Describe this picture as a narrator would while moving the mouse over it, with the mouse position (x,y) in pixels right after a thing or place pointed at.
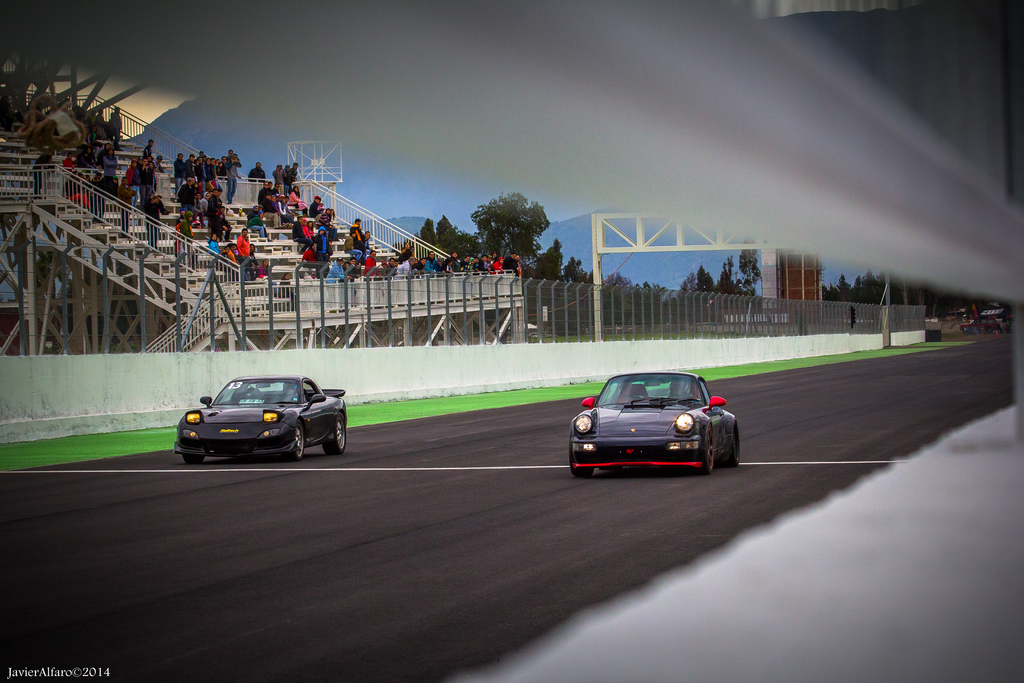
In this picture we can see vehicles (631,405) on the road (529,485) and in the background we can see people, trees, mountains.
